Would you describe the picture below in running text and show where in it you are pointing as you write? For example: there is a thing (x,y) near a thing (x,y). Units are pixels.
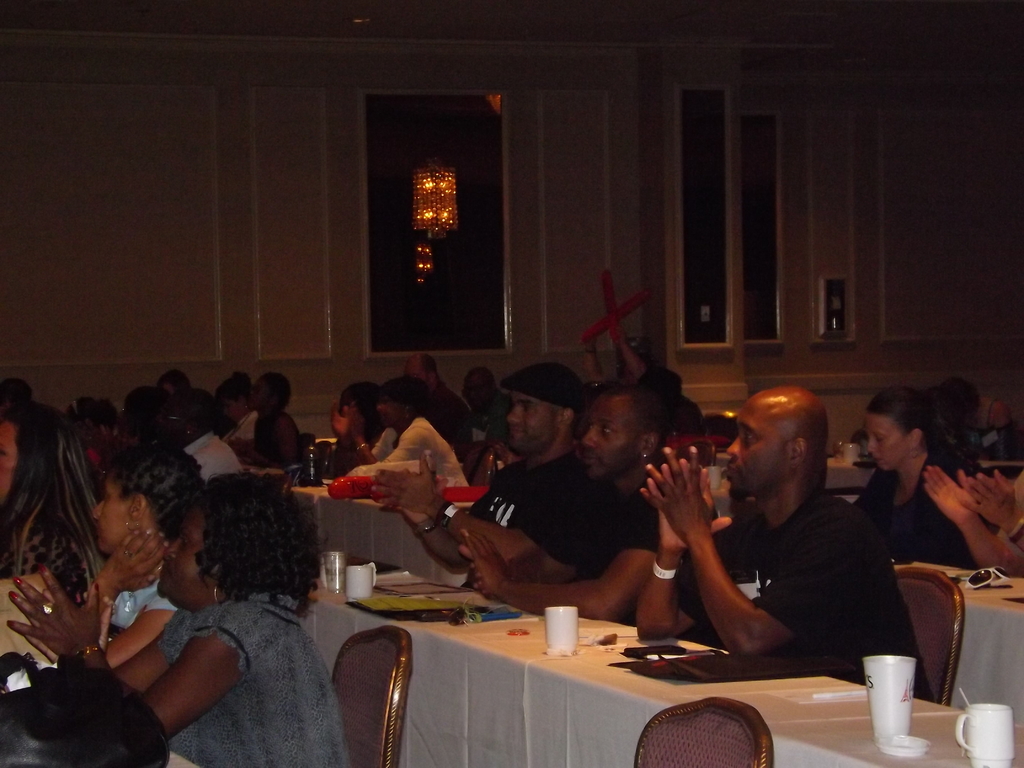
There are many persons (244,549) sitting and clapping. And there is a table (643,681) and on this table (637,681) there are cups (899,719). And behind the table (943,722) there is one table (993,595) and there is a goggles (998,580). In the background (932,295) there is a wall (323,230). There is a light (424,220).
